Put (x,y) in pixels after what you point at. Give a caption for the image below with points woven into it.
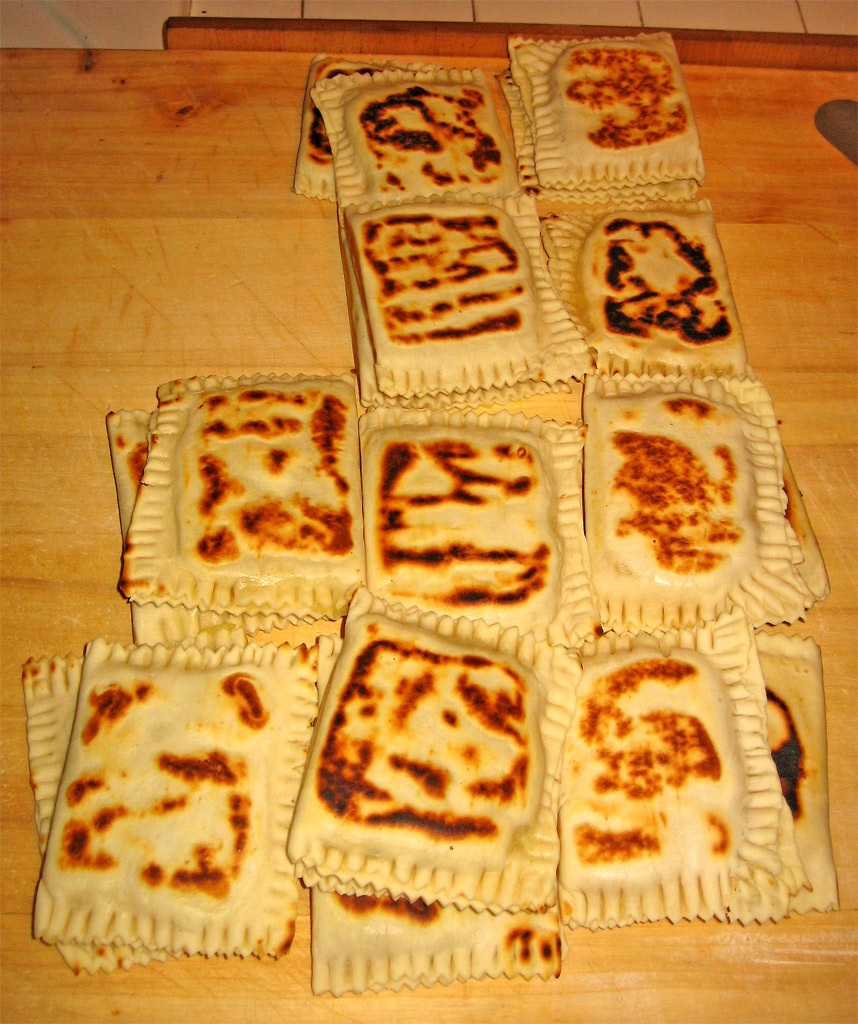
In this image we can see the food items (479,731) on the wooden surface (33,167). At the top of the image (366,1) there is a white surface (661,22).
